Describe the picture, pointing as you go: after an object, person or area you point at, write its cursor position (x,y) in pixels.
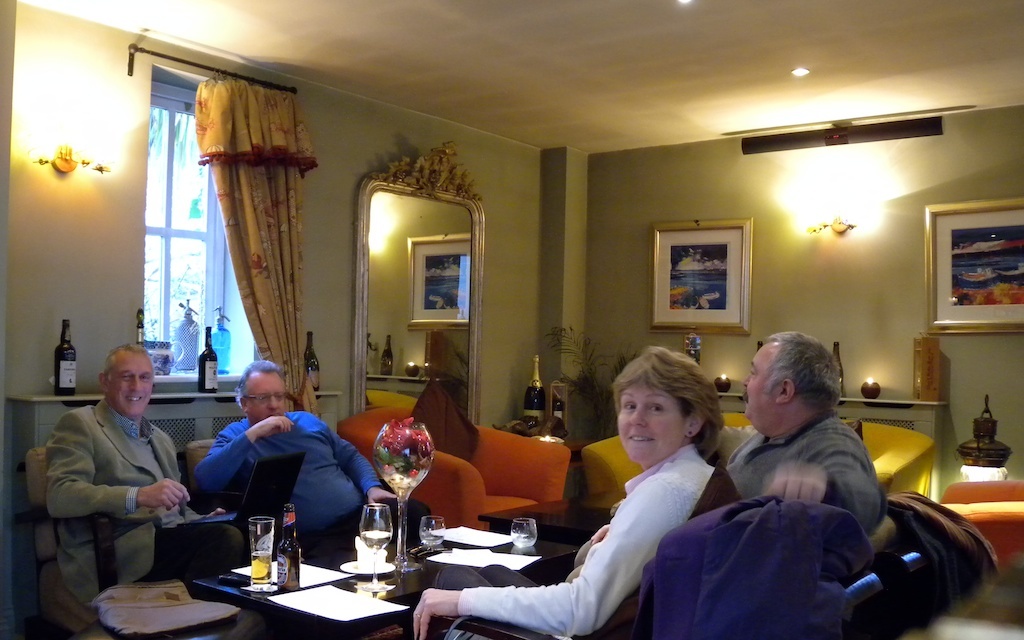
In this image I can see group of people (442,575) sitting in front of the table (428,571). On the table (401,614) there are bottles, glasses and the papers (344,611). At the back (391,333) there is a mirror (400,248) and frames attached to the wall (348,177).
